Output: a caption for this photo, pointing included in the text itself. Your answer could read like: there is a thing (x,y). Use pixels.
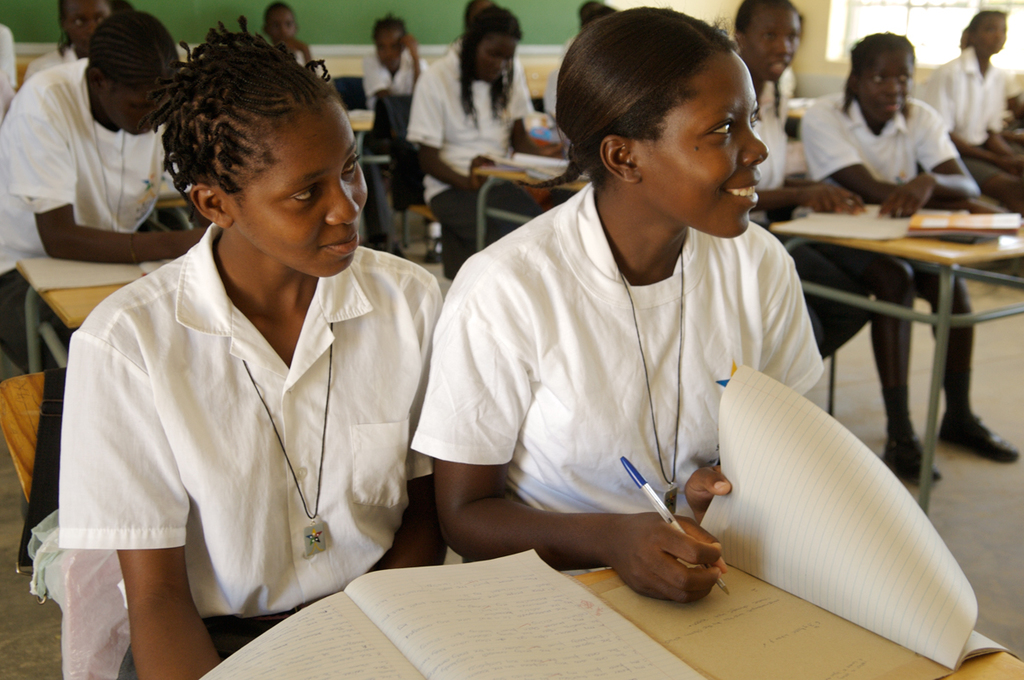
This picture shows a classroom (970,137) where people (151,234) seated on the benches (964,670) and we see books (680,675) on the bench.
